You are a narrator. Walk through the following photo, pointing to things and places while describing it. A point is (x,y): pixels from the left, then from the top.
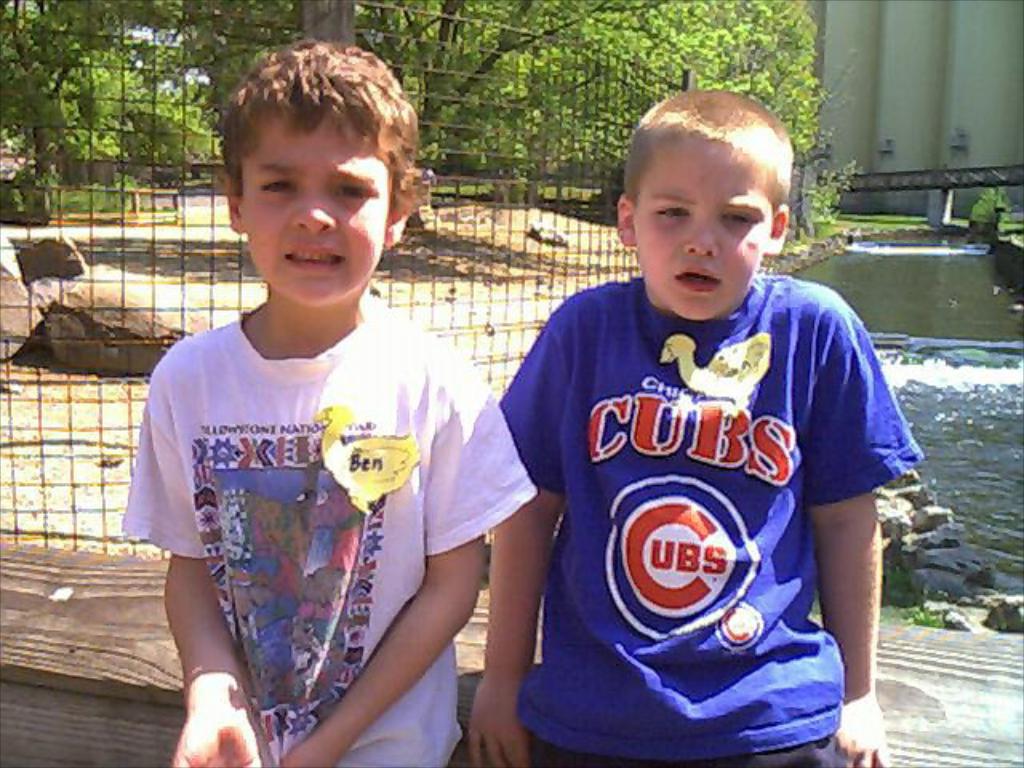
In this picture they are two boys (244,419) wearing white and blue t-shirt (558,563) is sitting on the wooden bench (895,710). Behind there is a metal grill (509,170) and some trees (555,101). On the right side (918,192) there is a small water pond (953,341) and white wall (940,146) in the background (941,112).
